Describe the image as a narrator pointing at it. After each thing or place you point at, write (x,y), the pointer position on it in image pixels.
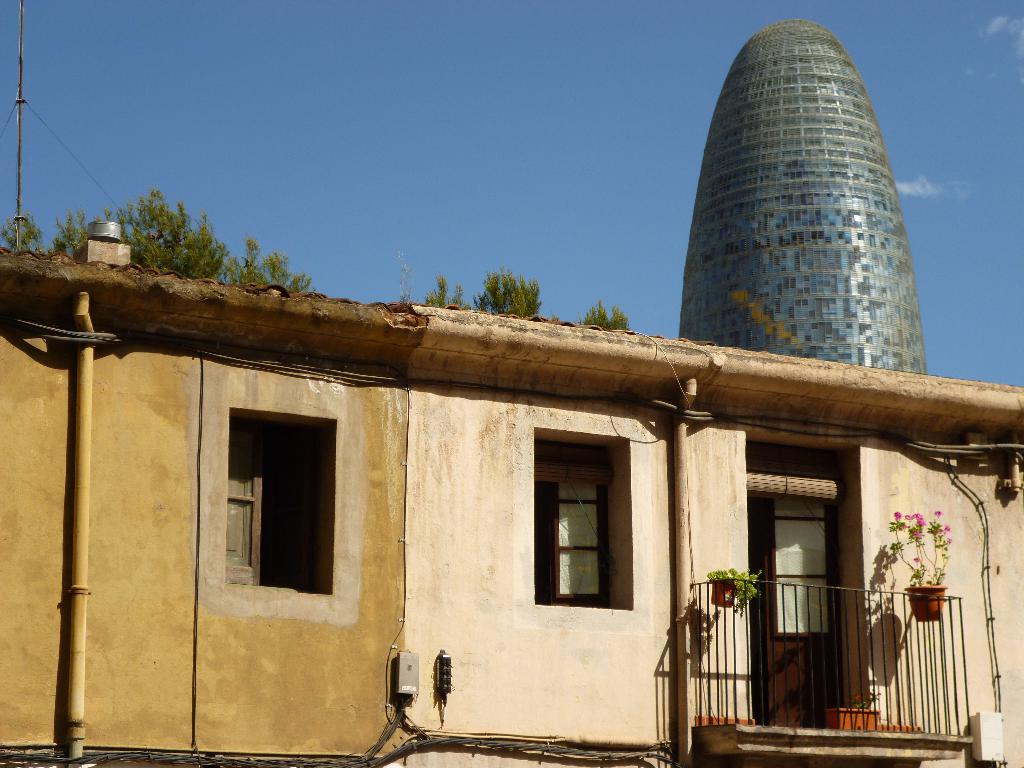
In the image I can see a balcony (760,646) in which there are two plants (719,602) and also I can see two windows (566,521).
